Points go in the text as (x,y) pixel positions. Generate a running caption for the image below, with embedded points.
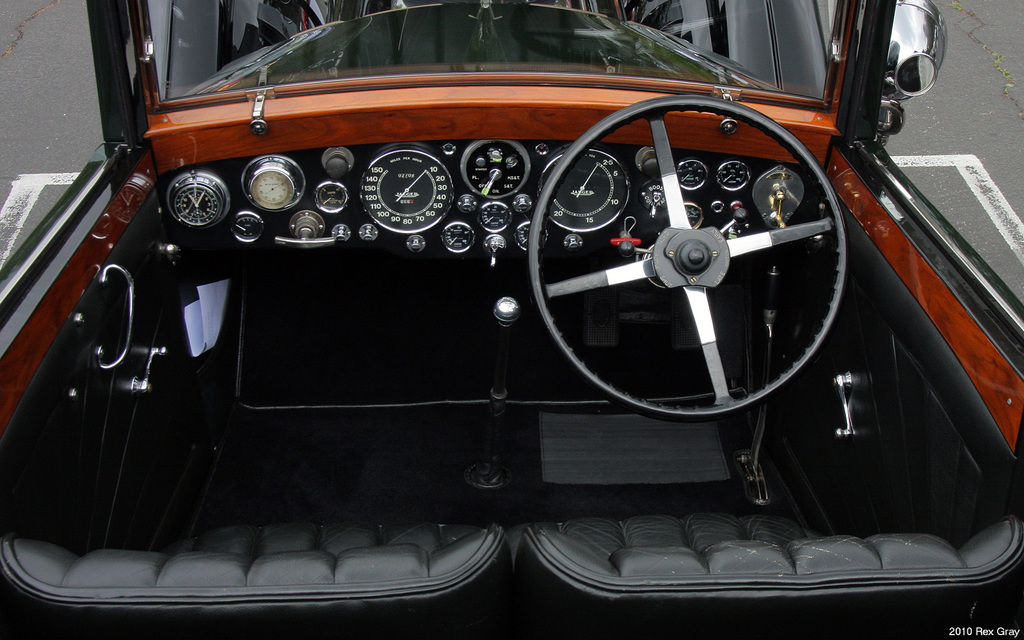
In this image, we can see the interior view of a vehicle (663,215). We can also see the ground (1009,187).
